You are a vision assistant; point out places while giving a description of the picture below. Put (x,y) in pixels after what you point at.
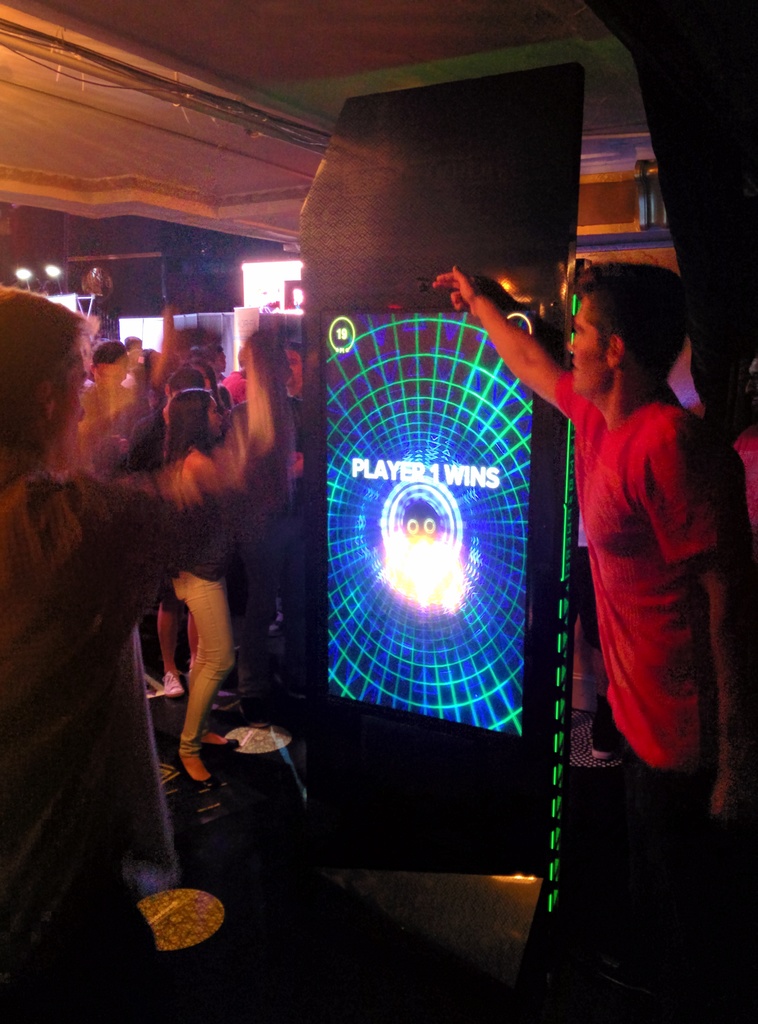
The picture is taken in a bar (103,306) or a party. In the foreground (385,547) there are people (138,553) and an electronic gadget (366,388). In the center of the picture (258,371) there are people (198,378) dancing. In the background (99,256) there are lights (270,277) and other objects (193,274).
